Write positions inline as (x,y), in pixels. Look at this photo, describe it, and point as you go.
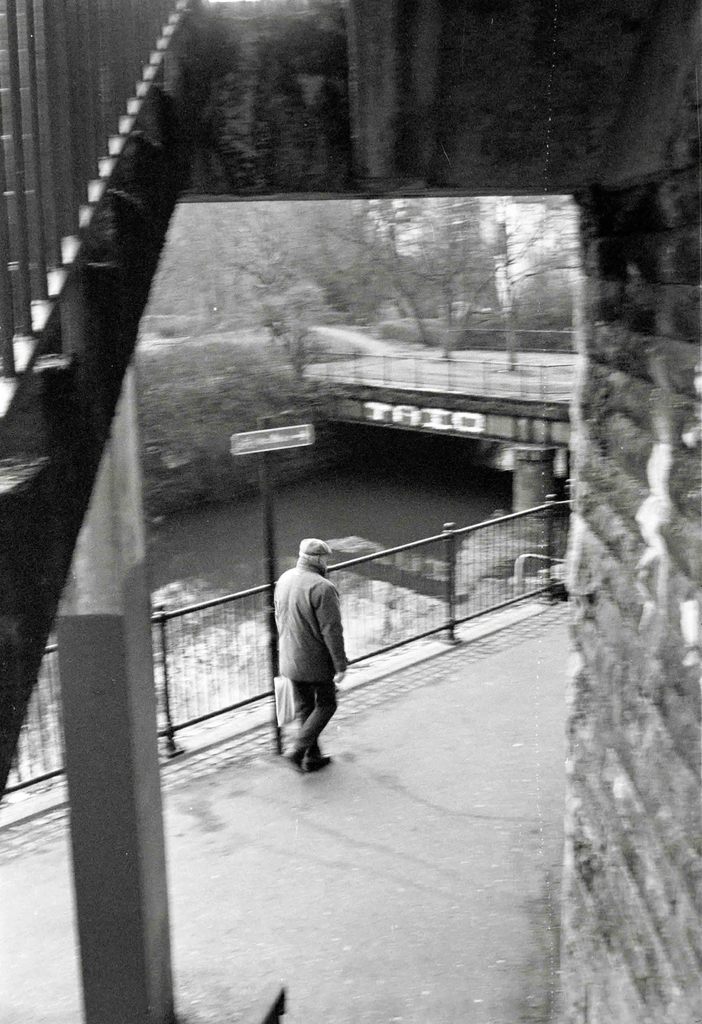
In this image we can see a person (305,664) walking and holding an object (282,694). Behind the person (324,668) we can see a bridge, fencing (471,363), water (294,505), a pole (273,541) with a board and a group of trees (337,235). On the left side (66,339) there is a pillar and stairs (95,326). On the right side (633,560), we can see a wall (641,488).
